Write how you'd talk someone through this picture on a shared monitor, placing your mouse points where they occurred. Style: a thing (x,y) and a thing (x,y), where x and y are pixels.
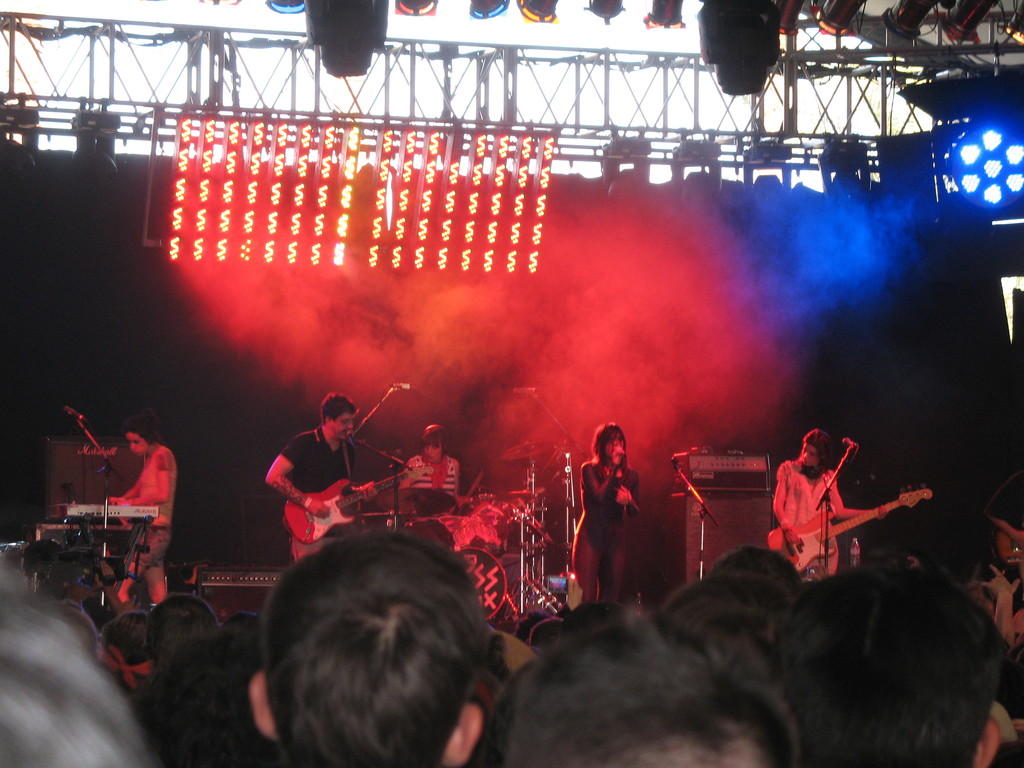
At the bottom of the picture (483,625), we see the people (386,644). In the middle of the picture (427,443), we see five people (315,461) are on the stage (359,514). We see two people (322,479) are standing and they are holding the guitar (803,527) in their hands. They are playing guitars (312,497). In front of them, we see the microphones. In the middle (623,487), we see a woman (624,518) is holding a microphone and she is singing the song on the microphone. Behind her, we see a woman (417,485) is playing the drums (481,508). On the left side (151,434), we see a man (134,443) is playing the musical instrument (102,513). At the top (422,67), we see the lights (286,174) and the ceiling (989,29). This picture might be clicked in the musical concert.
